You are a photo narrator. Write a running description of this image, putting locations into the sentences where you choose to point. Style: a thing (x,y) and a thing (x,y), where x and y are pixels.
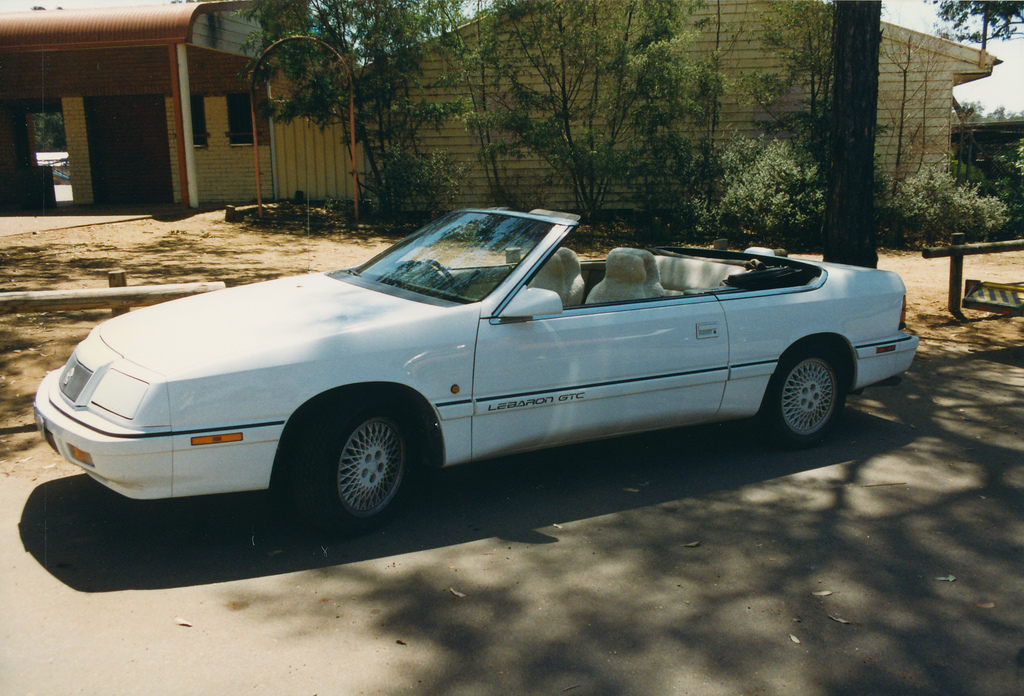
In the center of the image (390,390), we can see a car (475,442) on the road (682,596) and in the background (251,117), there are sheds (122,76), trees (630,122), rods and we can see fences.
